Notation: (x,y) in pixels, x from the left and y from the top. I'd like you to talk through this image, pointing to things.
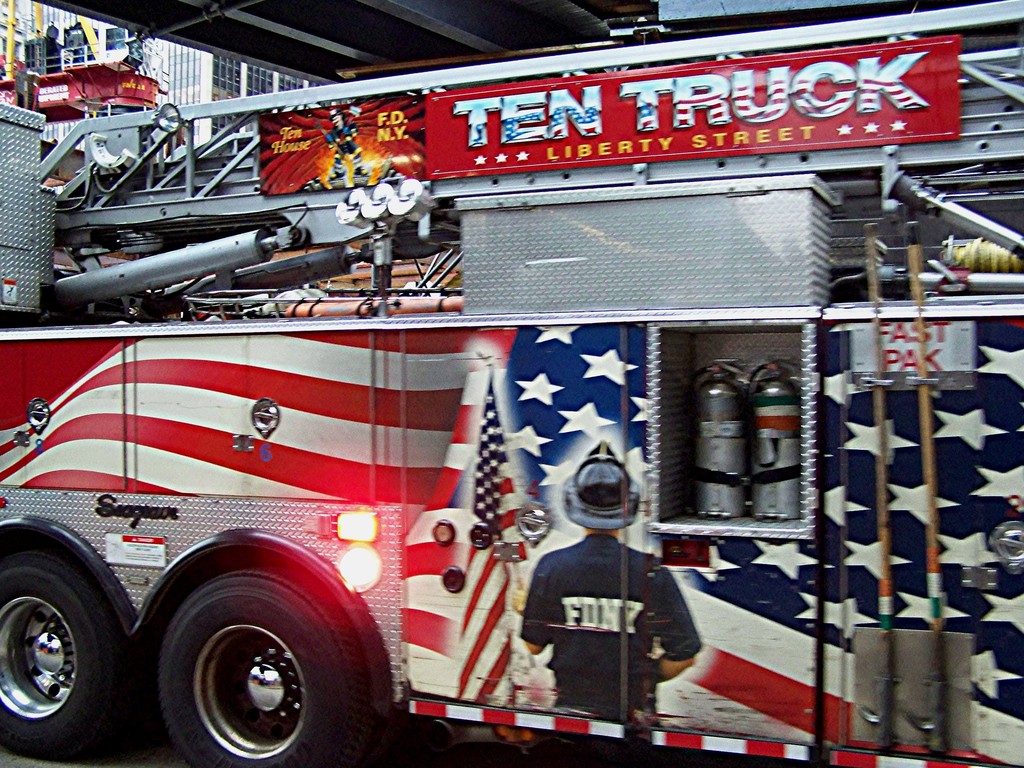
In this image we can see truck (223,415) which is red in color and there are some paintings (460,553) to it.
